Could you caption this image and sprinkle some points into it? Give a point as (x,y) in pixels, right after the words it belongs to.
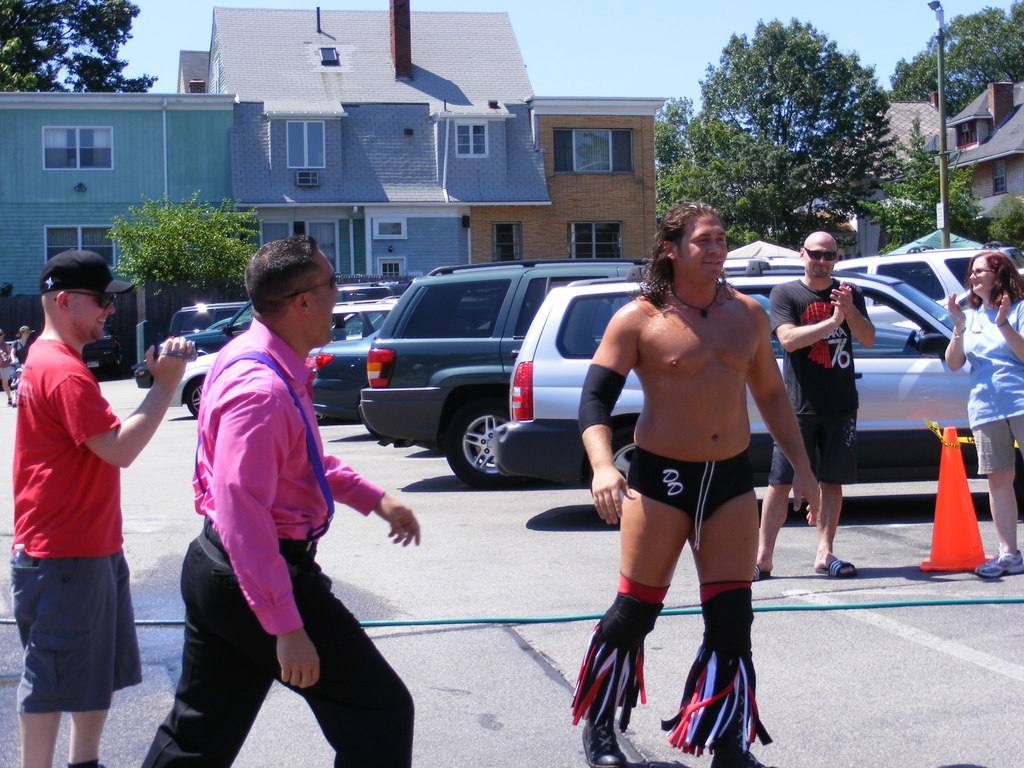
In this image I can see there are cars (561,455) on the road (617,527). And there are persons (734,587) standing on the road (171,411) and holding a camera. And there is an object (947,511). And at the back (463,170) there are buildings (470,149). And at the side there are trees (848,187) and a pole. And at the top (616,45) there is a sky (627,49).
